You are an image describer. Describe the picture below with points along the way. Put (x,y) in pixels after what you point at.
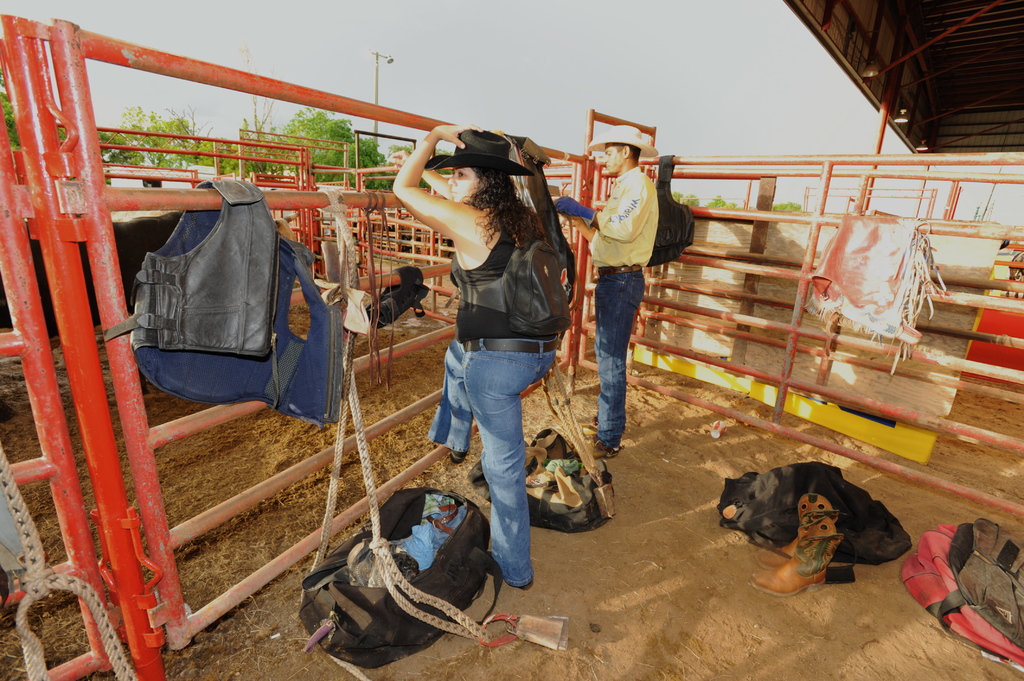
In this image I see number of red color rods (93,151) and I see the blue color jacket (323,312) over here and I see the bags (458,541) on the ground (1003,494) and I see the shoes (818,547) over here and I see a woman (451,207) and a man (599,307) who are wearing hats (497,169). In the background (288,125) I see the trees (357,151), sky (632,81) and I see a pole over here.
